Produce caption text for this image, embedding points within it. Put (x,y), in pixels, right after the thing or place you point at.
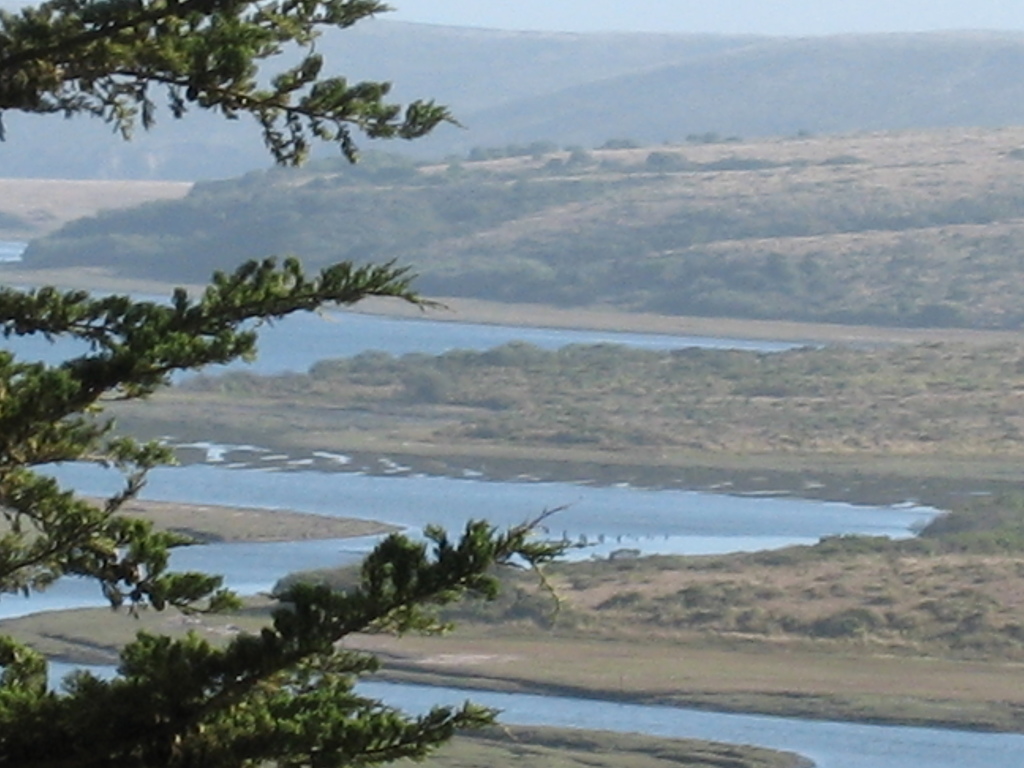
In this image in front (292,612) there is a tree (367,600). At the bottom (773,523) there is water (696,515). In the background (565,262) there are trees (728,161), mountains (710,104) and sky (797,32).
